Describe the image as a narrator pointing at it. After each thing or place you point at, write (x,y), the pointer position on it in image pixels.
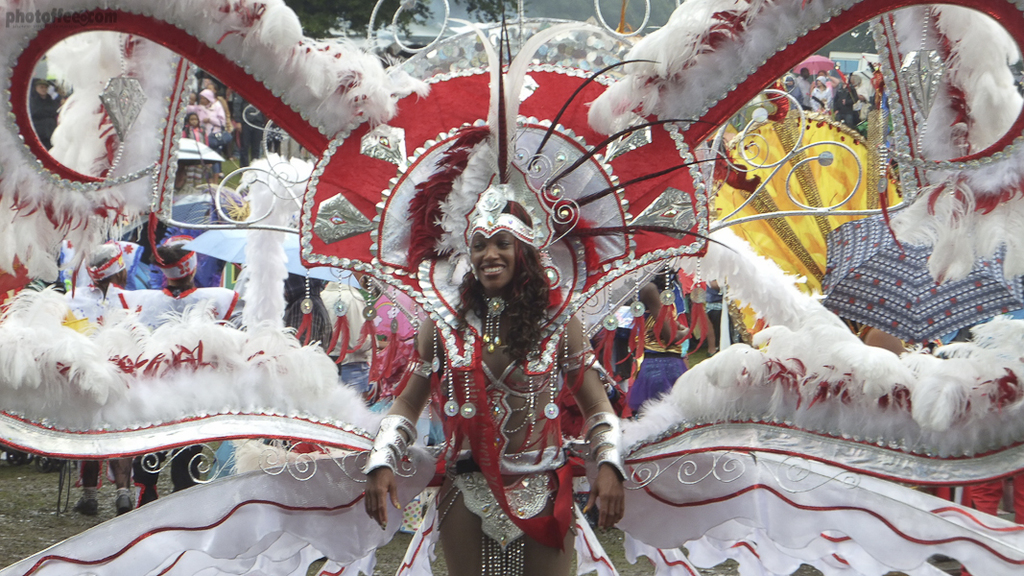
This image consists of a woman (511,531) wearing a costume (279,430). It looks like an octopus (803,209). In the background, there are many people (72,320). The costume (144,383) is in red and white color.
